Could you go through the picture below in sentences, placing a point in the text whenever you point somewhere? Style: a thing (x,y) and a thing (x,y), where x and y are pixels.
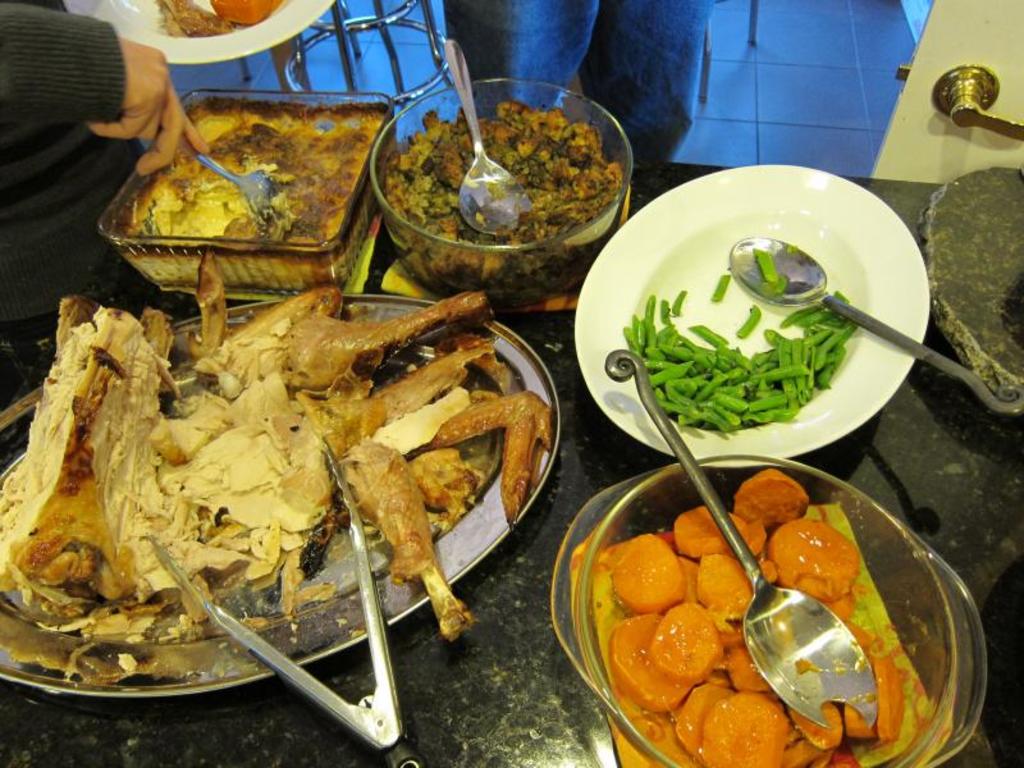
In the image we can see on the table (493,571) there are plates (517,479) and bowls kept in which there are food items (680,374) and there are spoons (785,595) kept in each plate (433,242). The person (82,121) is holding a spoon (237,173) and plate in which there are food items (192,33).
